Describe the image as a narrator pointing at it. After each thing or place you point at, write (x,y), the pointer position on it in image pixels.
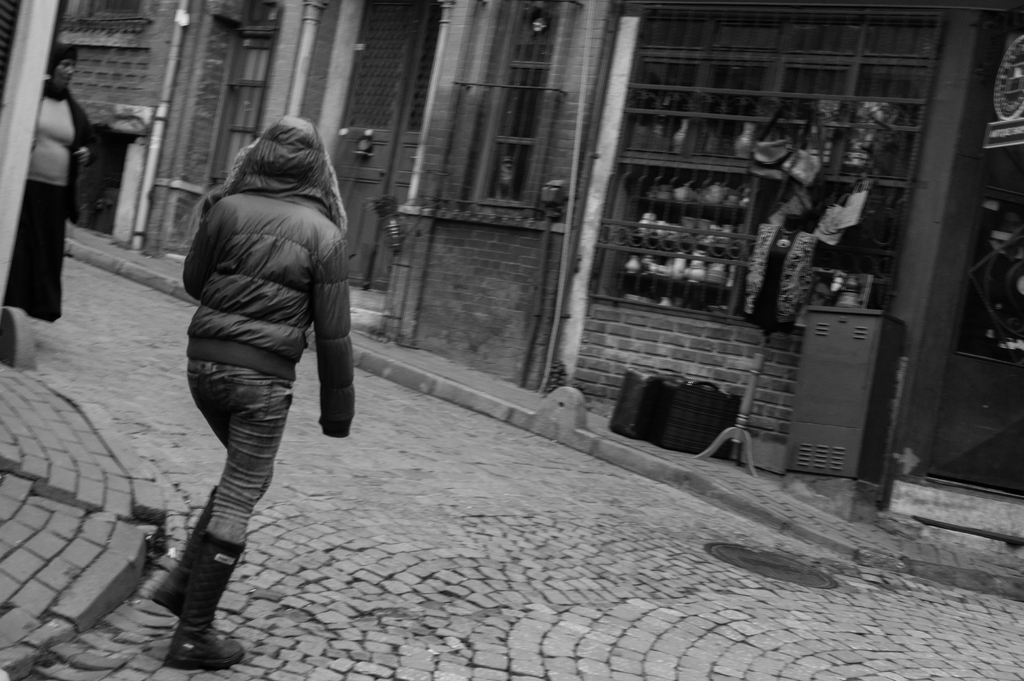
In this picture we can see two people (243,533) on the ground (84,491) and in the background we can see a building (6,61) and some objects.
